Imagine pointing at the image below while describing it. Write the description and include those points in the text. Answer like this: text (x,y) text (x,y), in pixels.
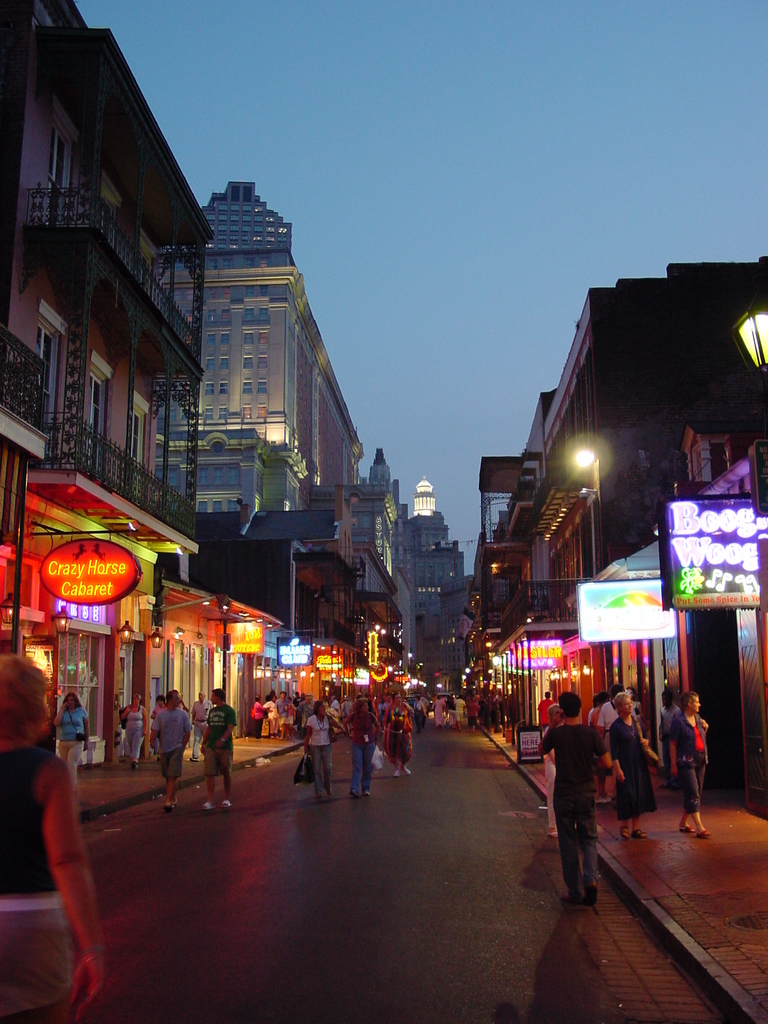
In this picture there are people (276,736) in the center of the image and there are stalls (578,663), posters (551,652), and buildings (576,622) on the right (565,614) and left side of the image (117,570), there are lamps (498,656) in the image.
